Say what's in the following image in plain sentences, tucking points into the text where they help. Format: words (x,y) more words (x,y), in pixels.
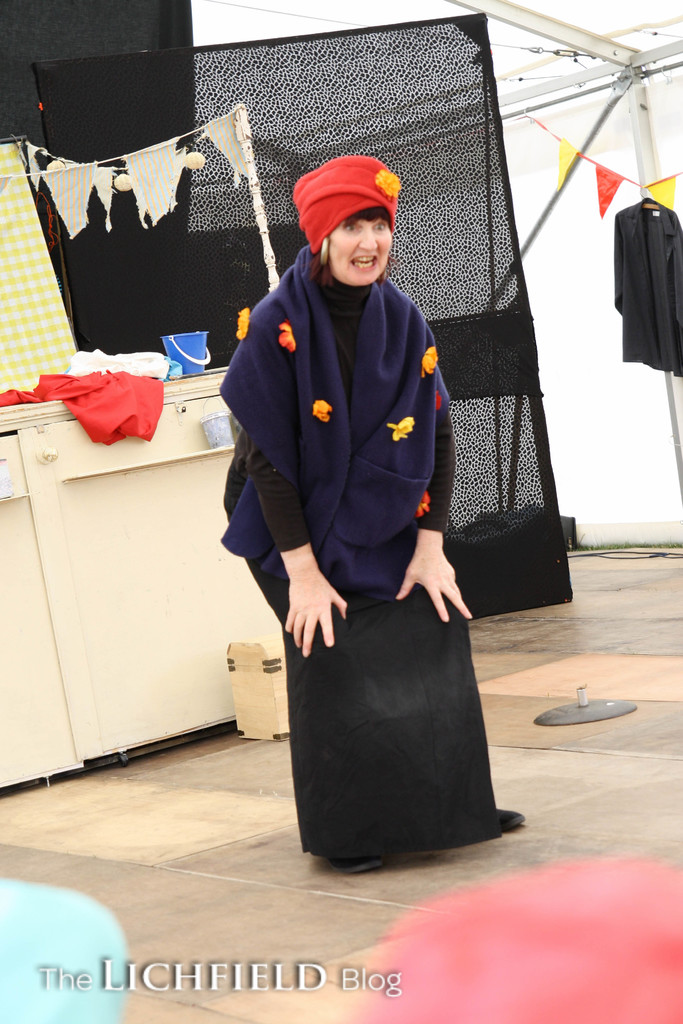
In this image, we can see a person (322,638). We can see the ground (119,861) with some objects (66,896) and wires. We can also see a white colored object (167,392) with some clothes (163,354) and a bucket (208,358). We can also see some flags (84,170) and black colored objects (318,60). We can see the wall (528,163) and some cloth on the left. We can also see some text (119,985) at the bottom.
